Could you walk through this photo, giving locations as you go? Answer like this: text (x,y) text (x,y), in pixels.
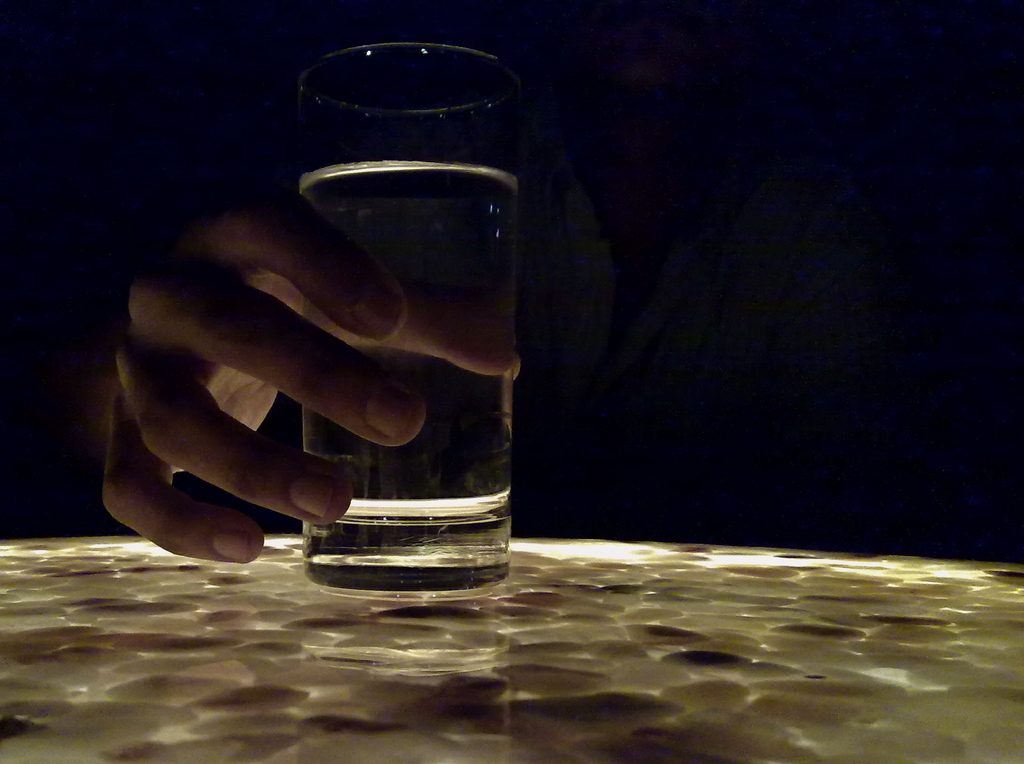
In this image we can see hand (267,493) of a person (467,367) holding a glass (473,439) which is on a platform (269,643). There is a dark background (991,69).
